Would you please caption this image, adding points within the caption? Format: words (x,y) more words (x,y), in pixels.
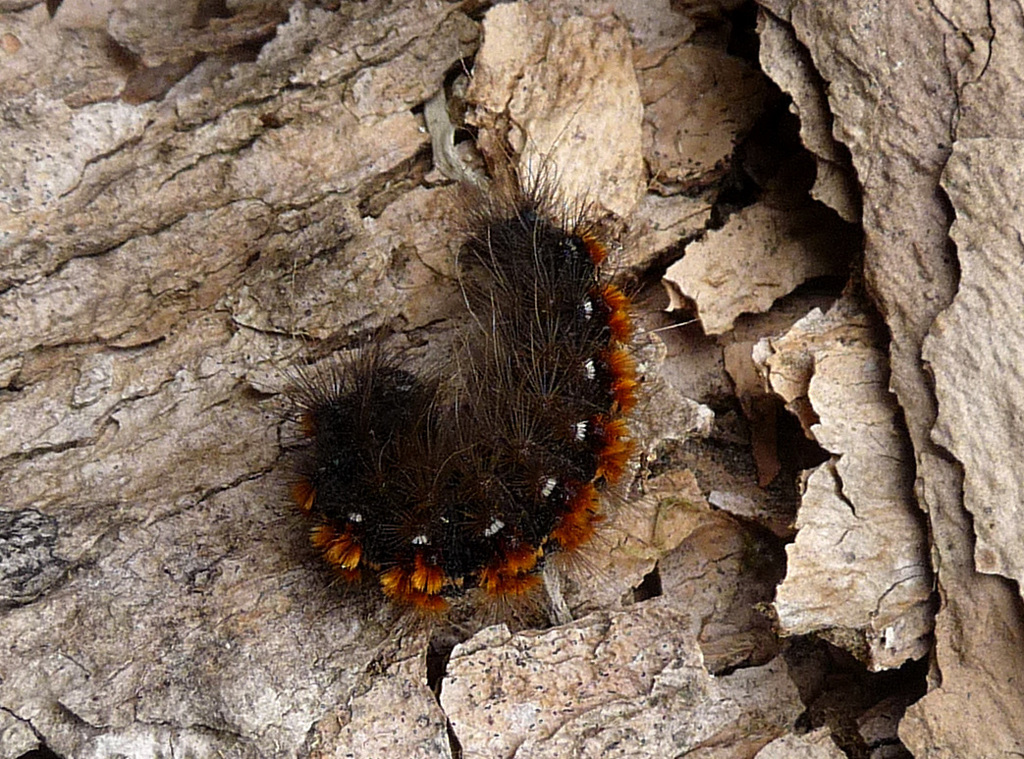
In this picture we can see caterpillar (459,580) on the wooden surface (65,214).
